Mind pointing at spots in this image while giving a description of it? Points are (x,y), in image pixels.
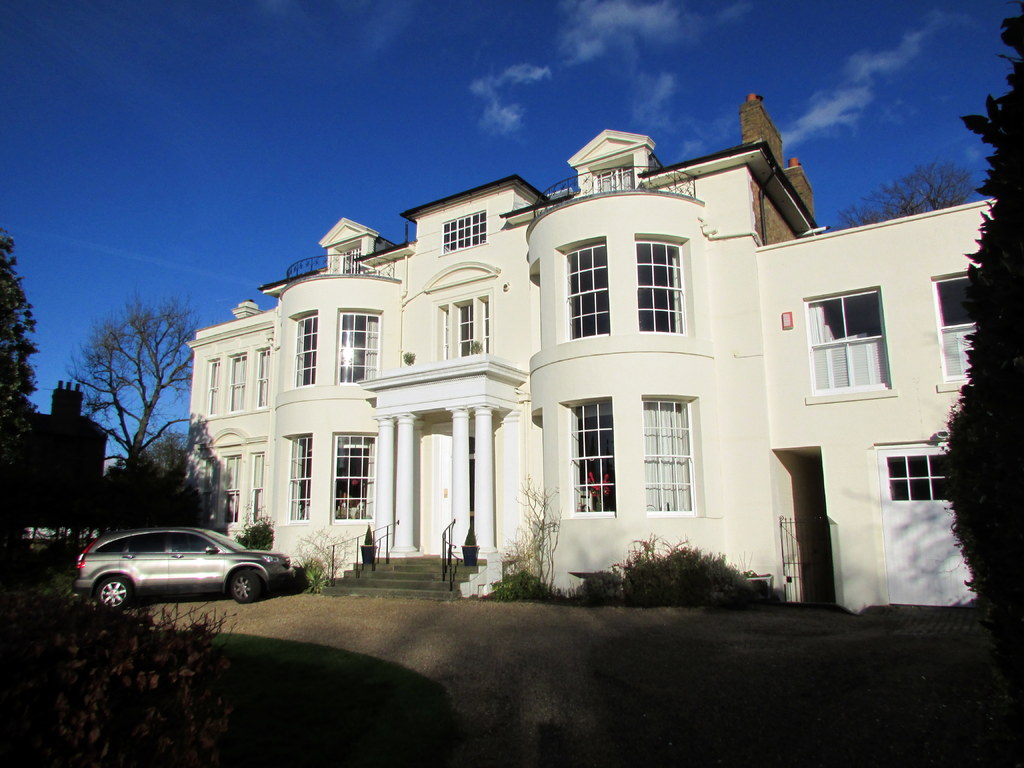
In this image we can see a building (595,467) and there is a car (242,592) in front of the building (251,489). We can see some trees (1023,595) and plants (199,665) and at the top (402,111) we can see the sky (286,121).
